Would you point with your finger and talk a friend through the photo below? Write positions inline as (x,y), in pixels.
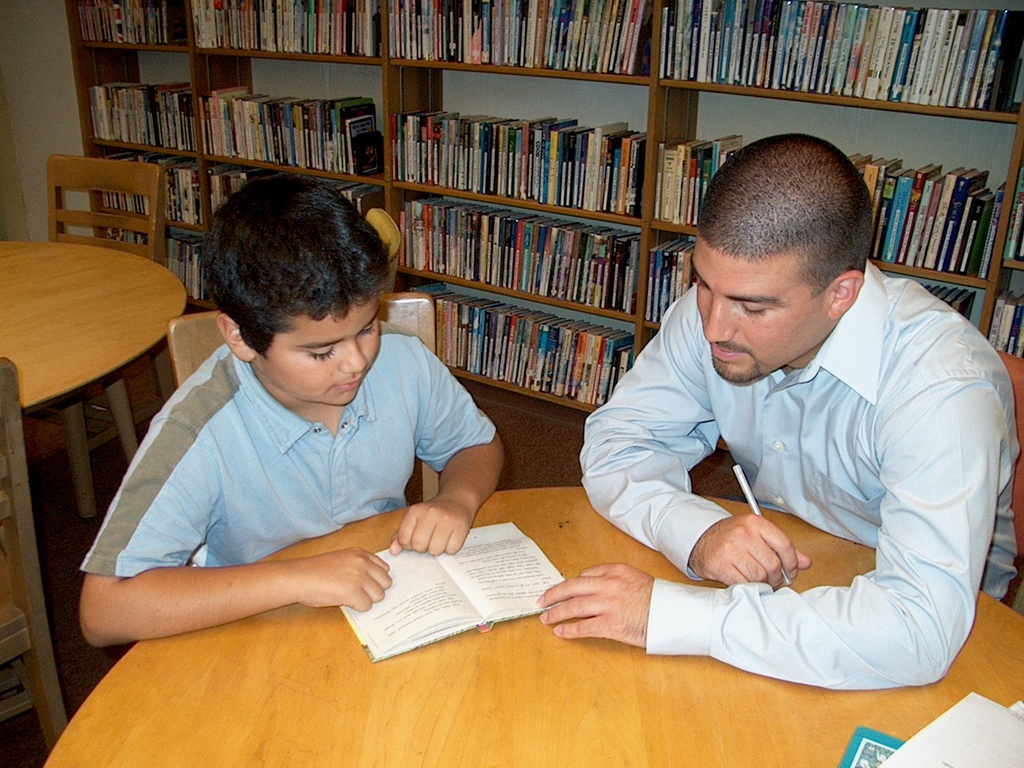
This is the picture taken in a room (537,413), there are two person (953,433) are sitting on a chair (1022,365) in front of the people (927,527) there is a table (555,711) on the table (573,725) there are book (483,589) and paper (915,746). Background of the people (397,442) is a shelf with books (149,38) and wall (25,92).
